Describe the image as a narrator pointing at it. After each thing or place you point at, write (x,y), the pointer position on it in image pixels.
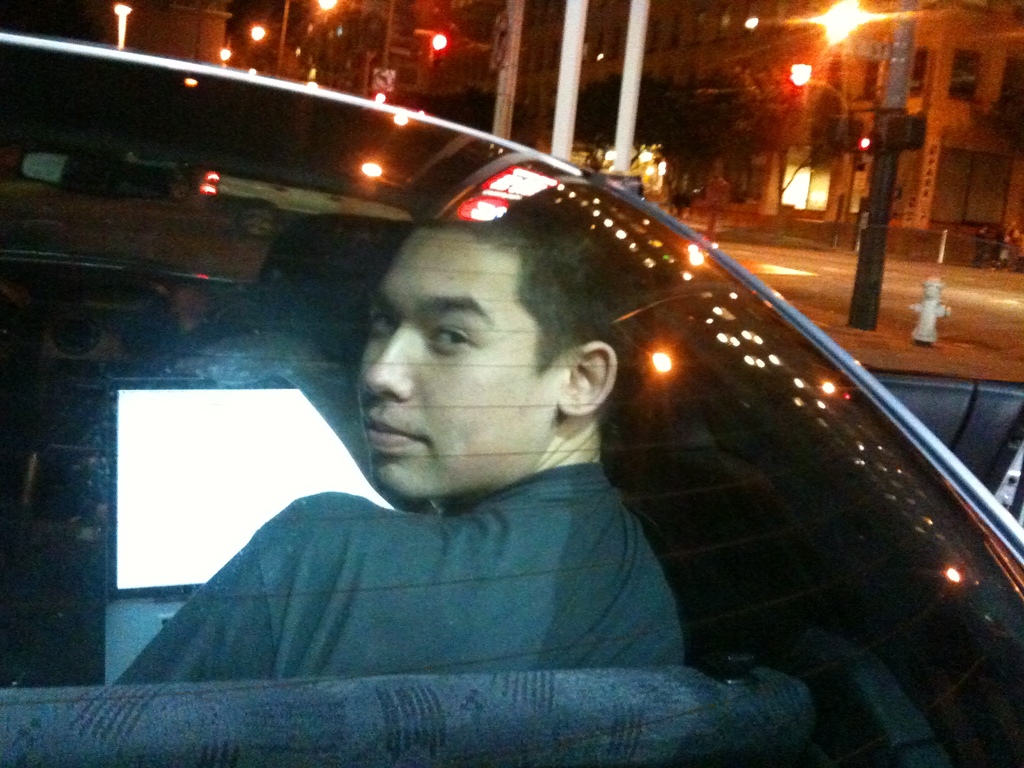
In the picture we can see a man (383,603) sitting in the car (394,728) and beside the car (402,717) we can see a surface (893,348) with poles (625,51) and lights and behind it we can see the part of the building (619,62) with windows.
